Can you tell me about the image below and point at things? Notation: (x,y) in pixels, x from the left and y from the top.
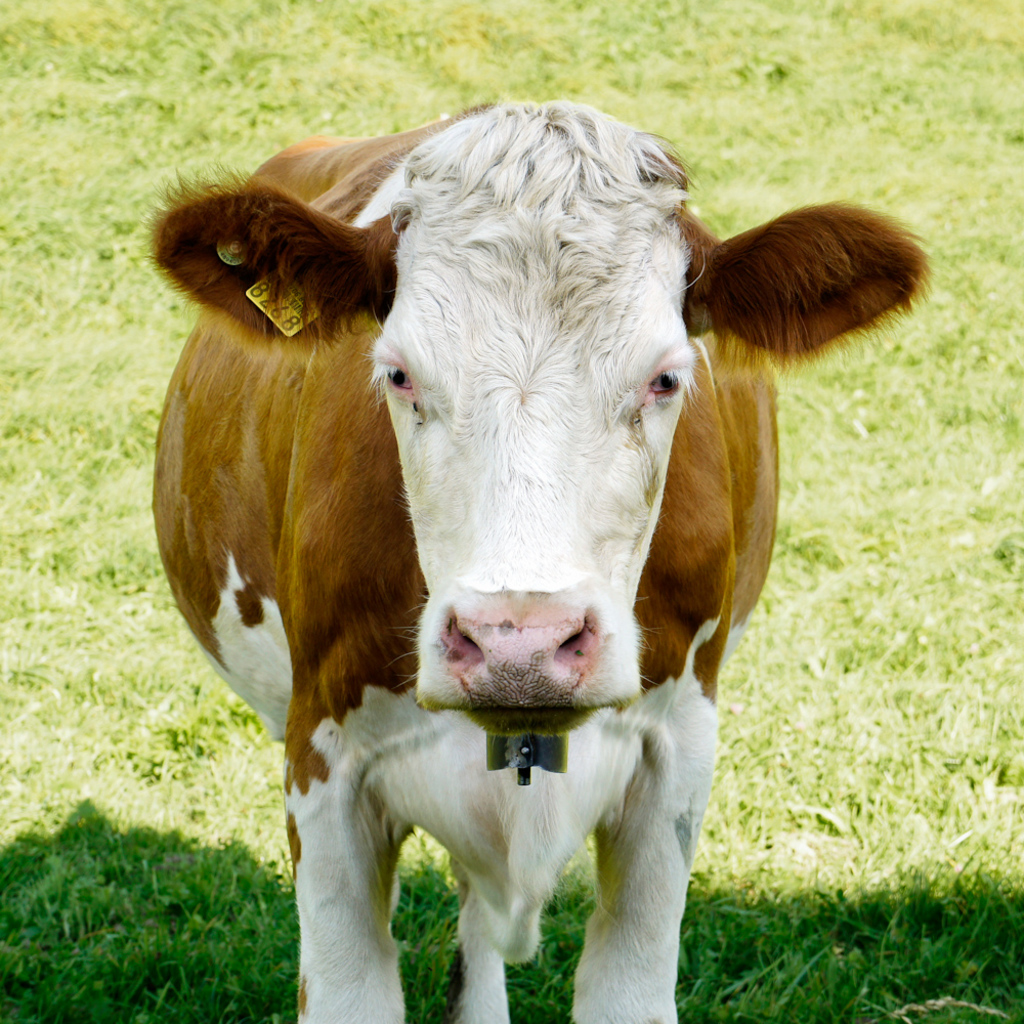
In this image, we can see a tag (262,303) on an animal (484,666) and in the background (861,621), there is ground (826,793), covered with grass (805,835).
